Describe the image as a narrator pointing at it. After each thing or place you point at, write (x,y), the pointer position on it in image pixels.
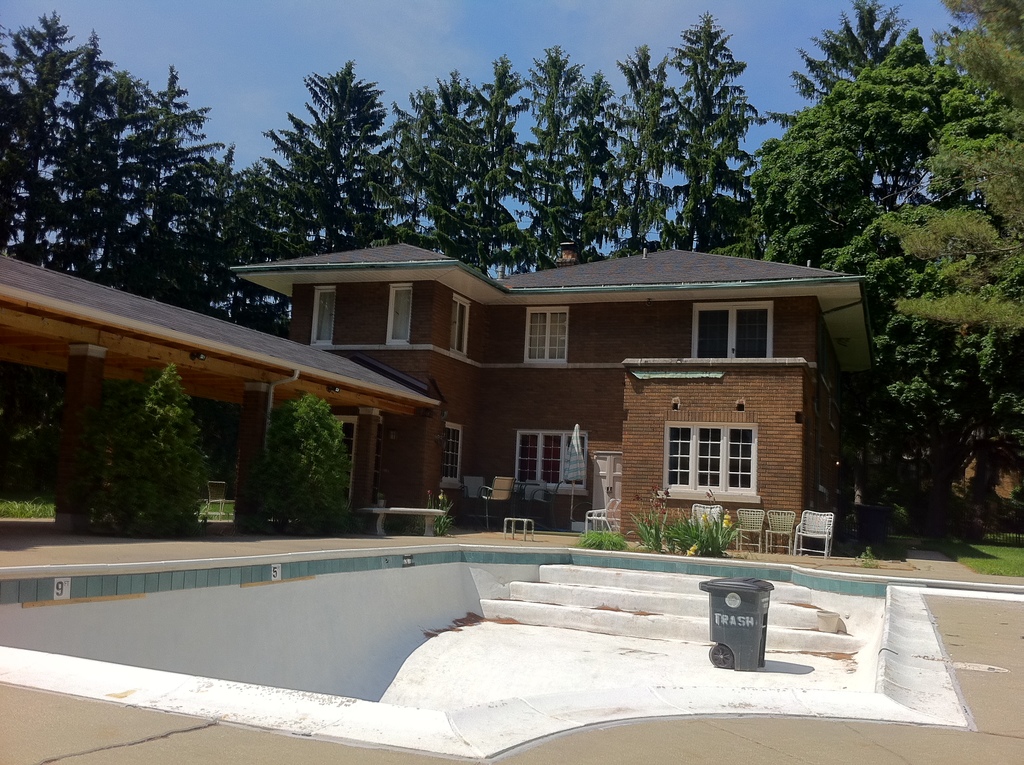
In this picture we can see a house (530,429), chairs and trees (793,204), in front of the house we can find a dustbin (747,624).
